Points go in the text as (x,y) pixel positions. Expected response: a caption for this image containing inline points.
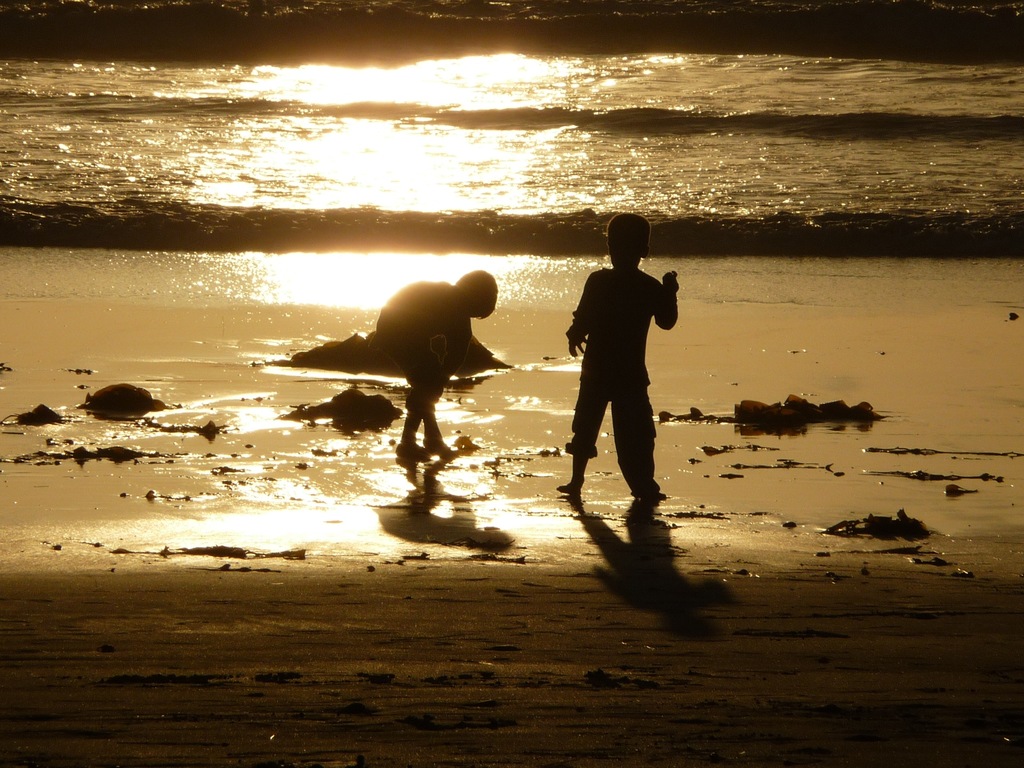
In this picture we can see two children (641,382) and water (528,132).
